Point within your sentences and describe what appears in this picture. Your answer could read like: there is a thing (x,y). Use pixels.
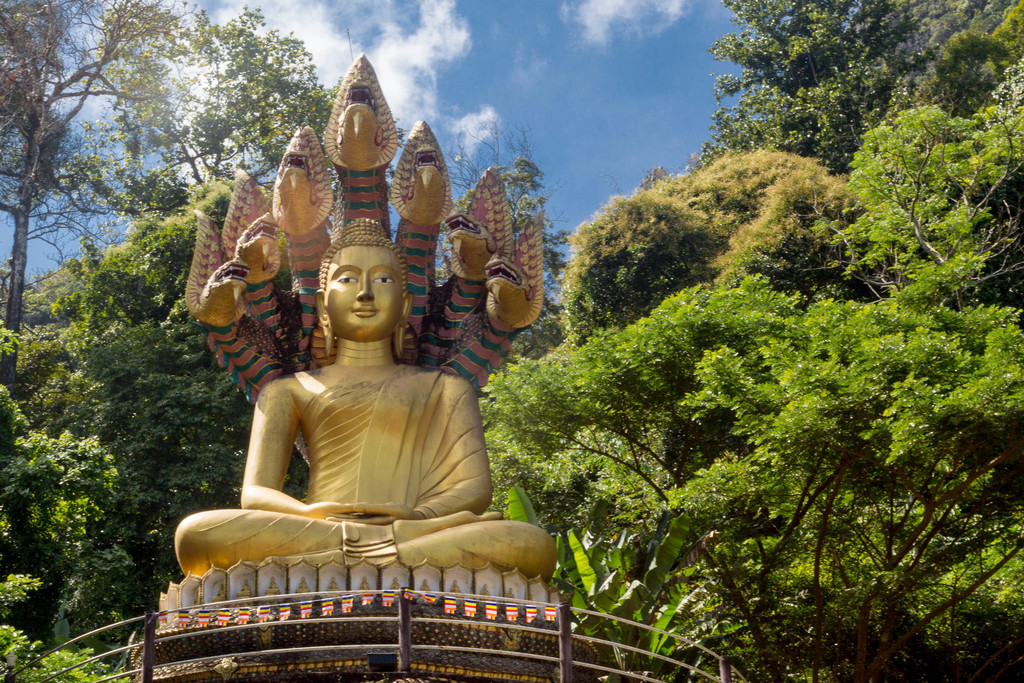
In the center of the image (469,402) there is a statue (361,209). In the background of the image (687,270) there are trees (268,69), sky (645,78).
